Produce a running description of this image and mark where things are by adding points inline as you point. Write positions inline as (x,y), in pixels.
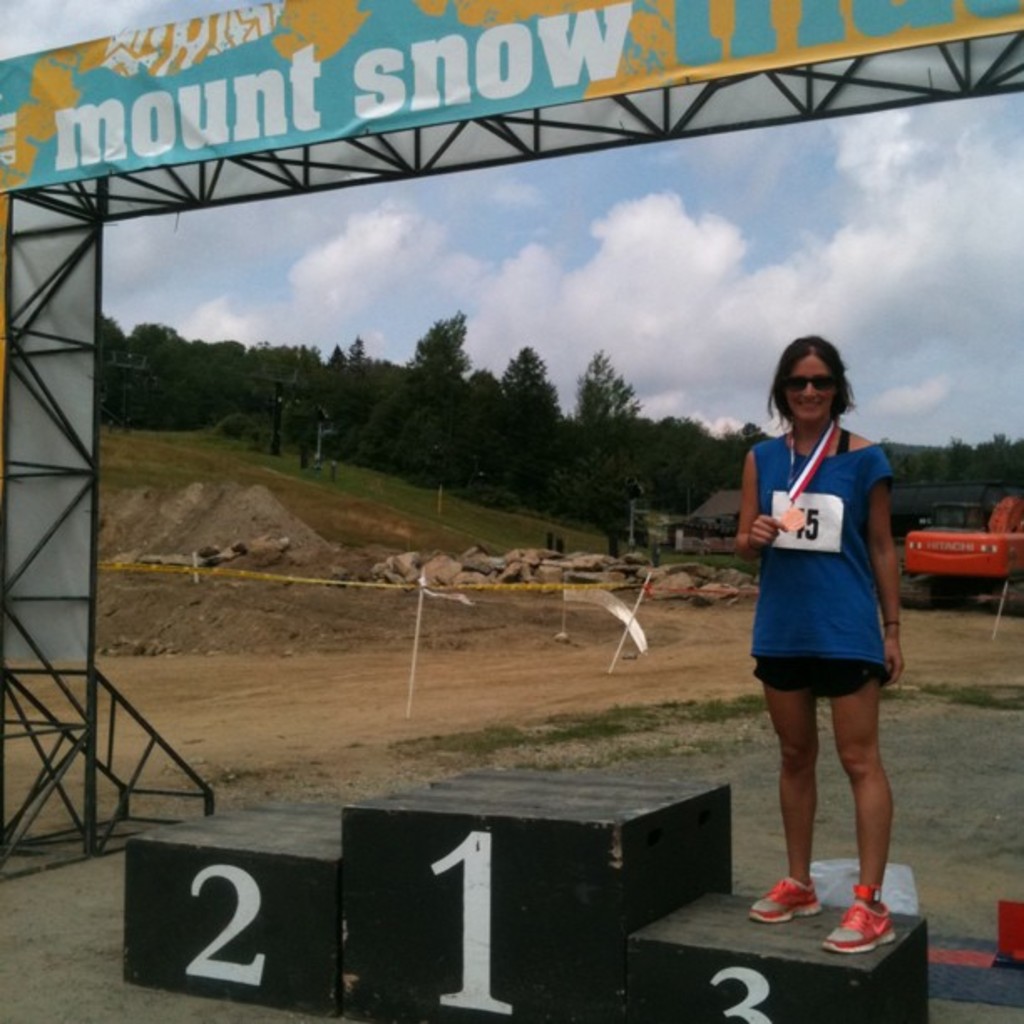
In this picture, we see the woman (818,614) in blue T-shirt (837,559) is standing on the black box (755,944) which is numbered as "3". Beside that, we see two boxes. Behind her, we see a vehicle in red color. In the middle of the picture (414,674), we see the barrier poles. Beside that, we see the stones (516,577) and the sand (353,575). There are trees (412,438) in the background (513,466). At the top (317,288), we see the sky (414,299), the clouds (629,298) and a hoarding board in white, blue and yellow color.
